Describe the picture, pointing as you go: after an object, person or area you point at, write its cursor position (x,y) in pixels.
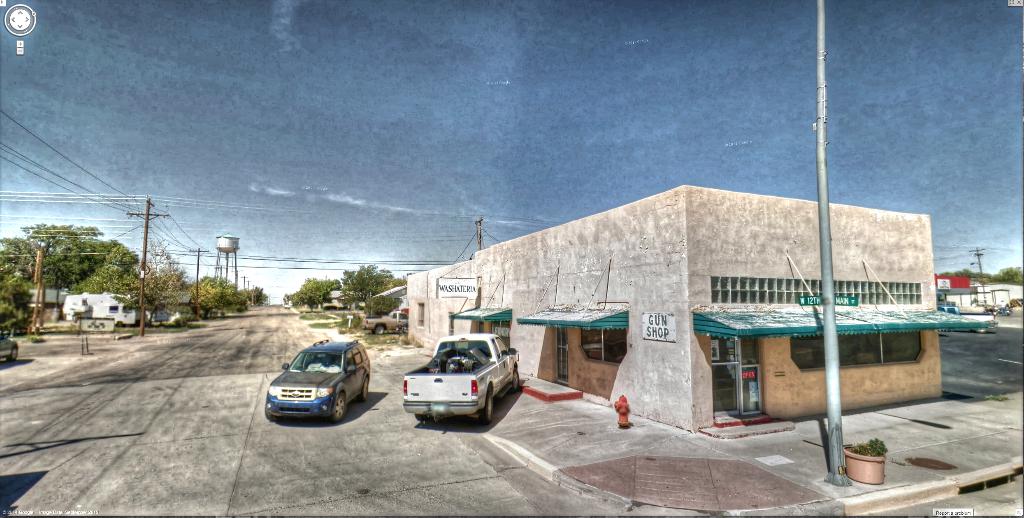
In this image I can see in the middle (458,336) there are two vehicles (433,409) on the road (394,365), on the right side (839,258) there is the shop (707,332). On the left side (176,288) there are electric poles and trees (115,271), at the top (452,64) it is the sky (466,74).
